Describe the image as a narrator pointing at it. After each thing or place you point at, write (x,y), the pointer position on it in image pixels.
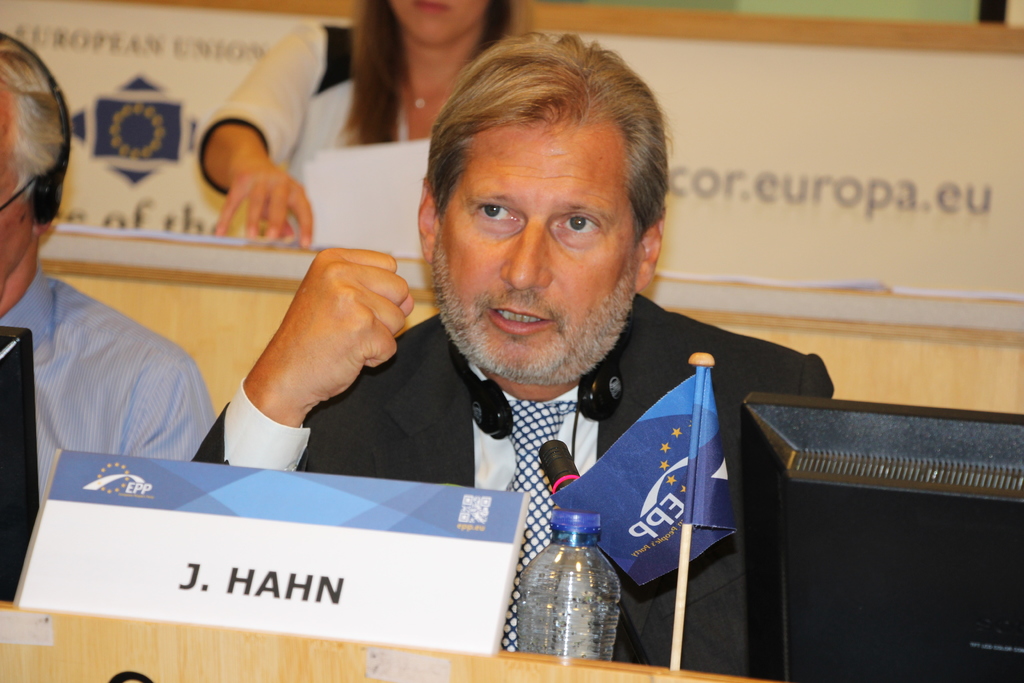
The man (358,396) in black blazer (404,439), white shirt (487,463), black and white tie (530,470) is talking in a microphone (561,461). He is wearing headset (488,400) around his neck (514,395). We find a table (397,661) in front of him on which water bottle (599,569), flag (704,507), monitor (783,535) and a name tag (270,567) is placed on it. To the right of him, that is on the left corner (123,356), we find a man (96,382) with blue color shirt (57,334) is working in the system (31,465) and he is wearing headphones (49,181). Behind these people (24,151), we see woman (337,141) holding papers (381,188).
